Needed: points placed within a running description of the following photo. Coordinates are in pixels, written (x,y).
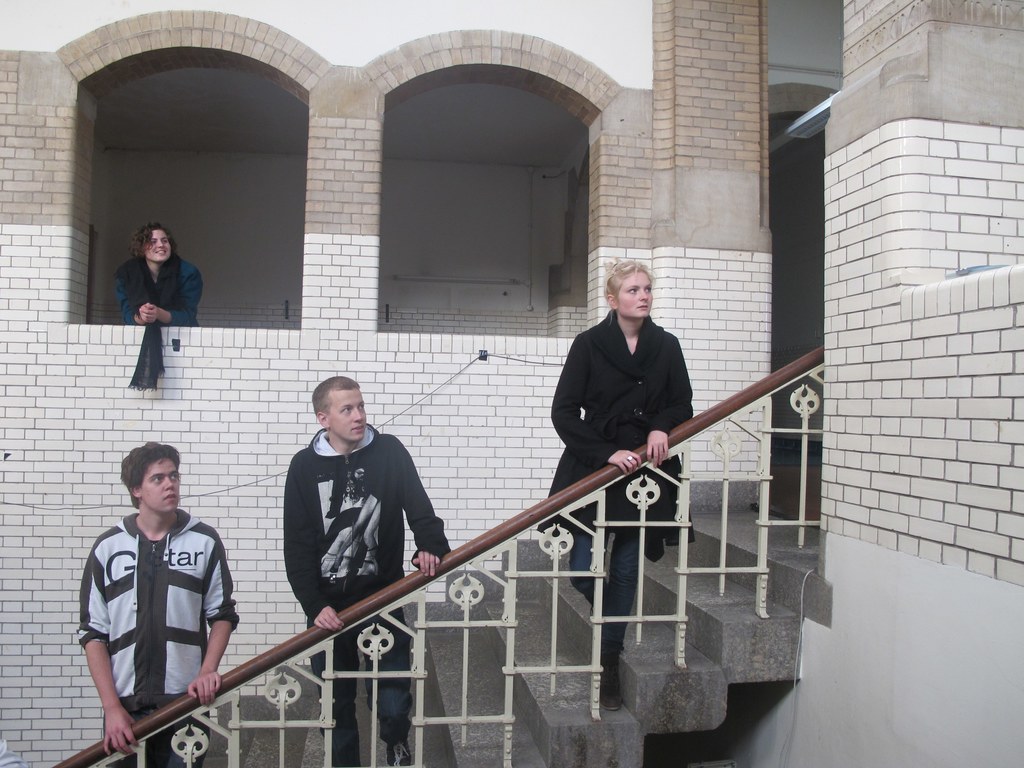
There are steps (453,638) with a railing (464,607). On the steps (489,614) three people (394,475) are standing. In the back (598,217) there is a building (199,393) with brick wall (353,360), arches (387,70). Near to the arch (84,110) a lady (152,259) is standing.
